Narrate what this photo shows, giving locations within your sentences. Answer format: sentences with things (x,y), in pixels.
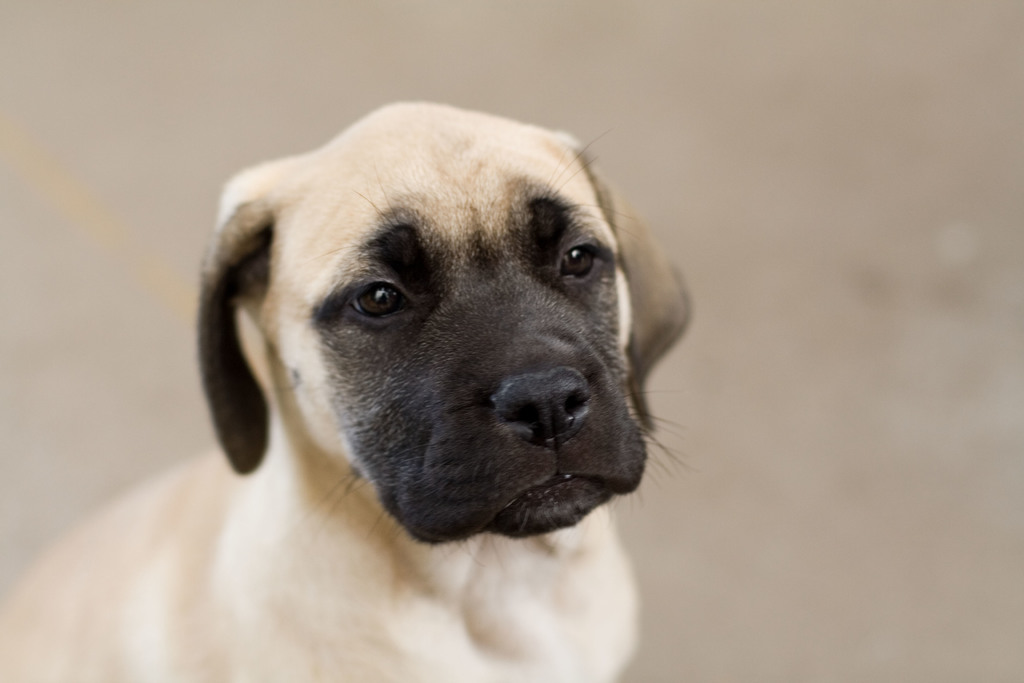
In this picture we can see a dog (487,320) in the front (521,310), there is a blurry background (710,129).
